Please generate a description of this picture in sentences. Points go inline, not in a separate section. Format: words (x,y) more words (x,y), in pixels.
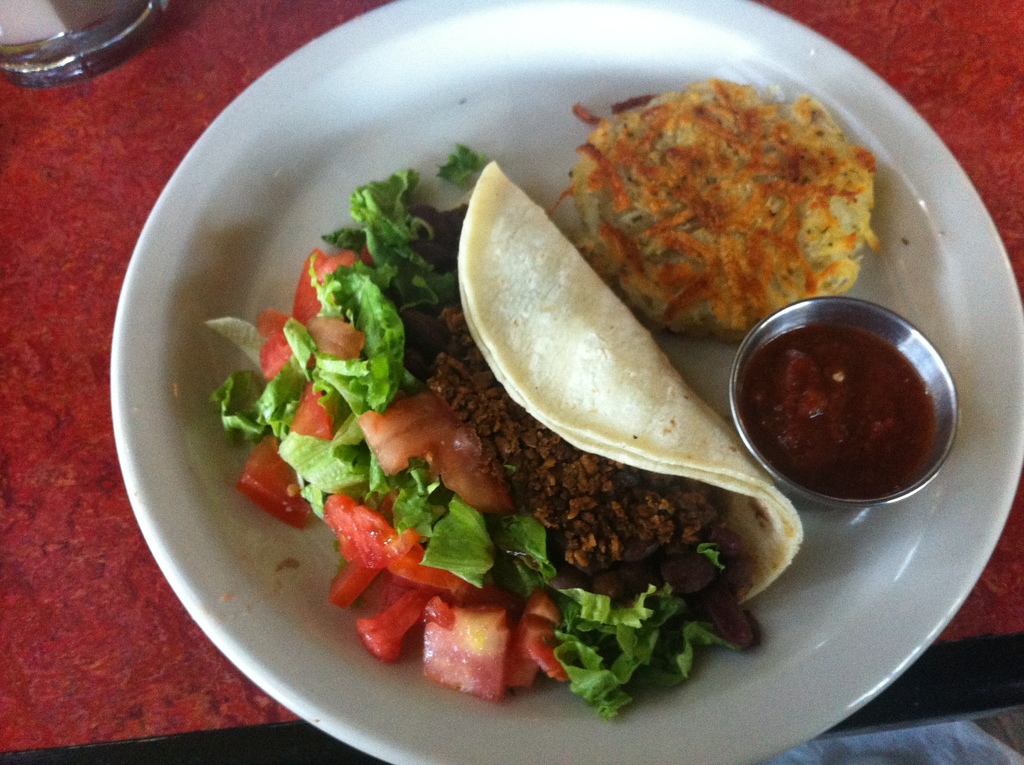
There is a plate (303,553) and on the plate (117,395) there are two food items (508,361) and some sauce (786,422) is served.
